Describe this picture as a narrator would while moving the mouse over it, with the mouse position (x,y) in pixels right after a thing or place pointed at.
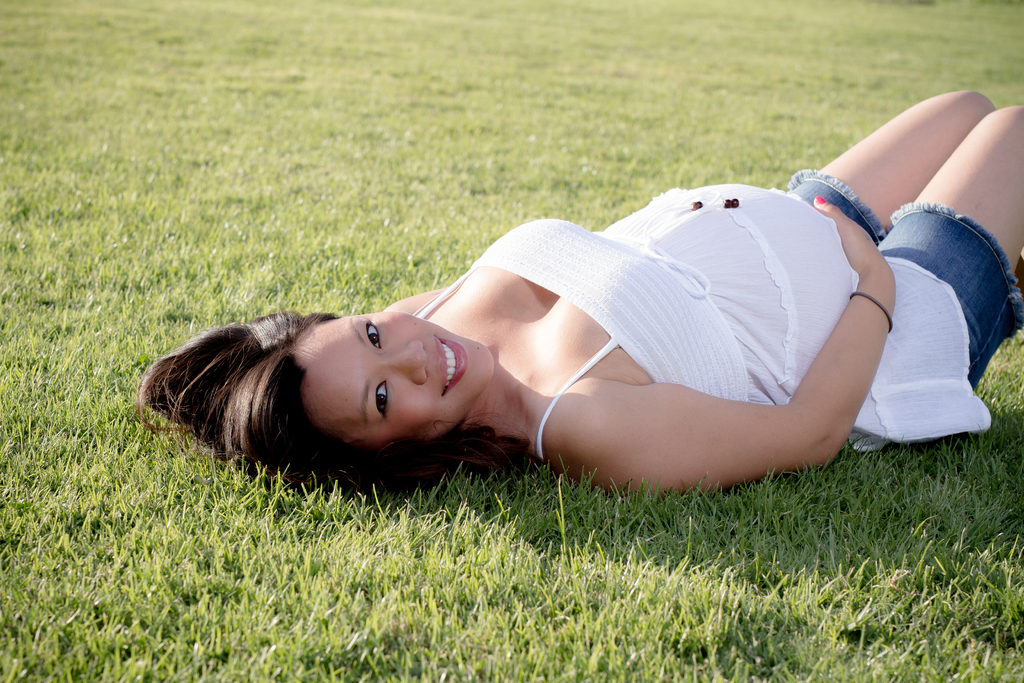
In the center of the image (608,403) we can see a woman (710,312) is lying and she is smiling. In the background (296,265), we can see the grass (352,102).
